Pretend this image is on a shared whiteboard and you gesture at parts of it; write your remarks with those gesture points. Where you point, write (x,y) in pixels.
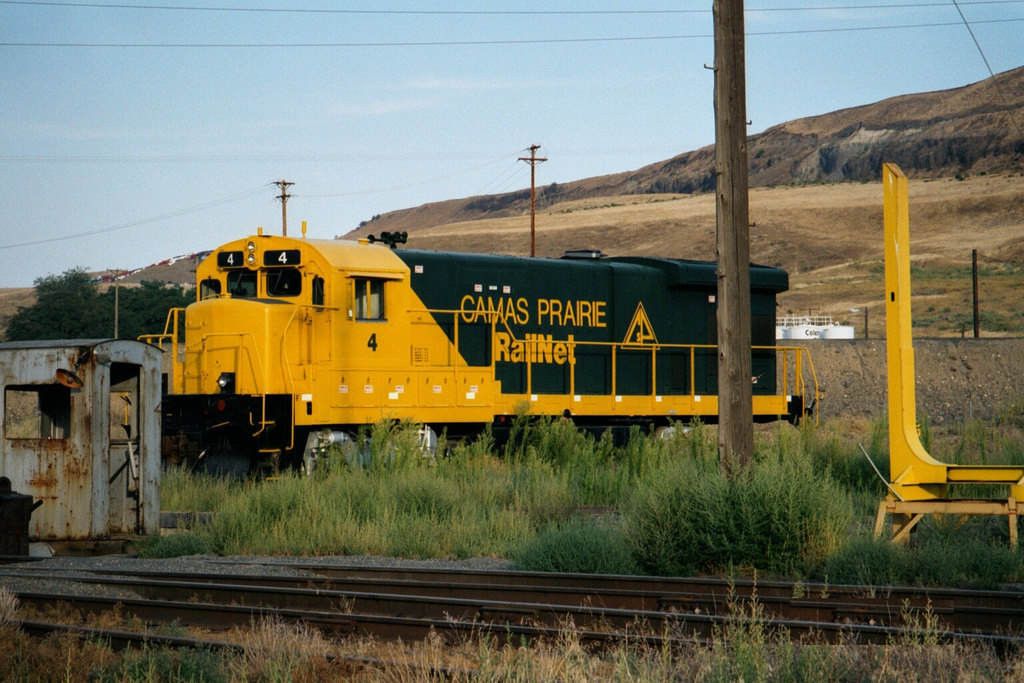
In this image there is a train engine (434,369), railway tracks (300,616), plants (470,540), tree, grass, few electric poles (866,330) and cables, mountains (825,239), a white color object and the sky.
